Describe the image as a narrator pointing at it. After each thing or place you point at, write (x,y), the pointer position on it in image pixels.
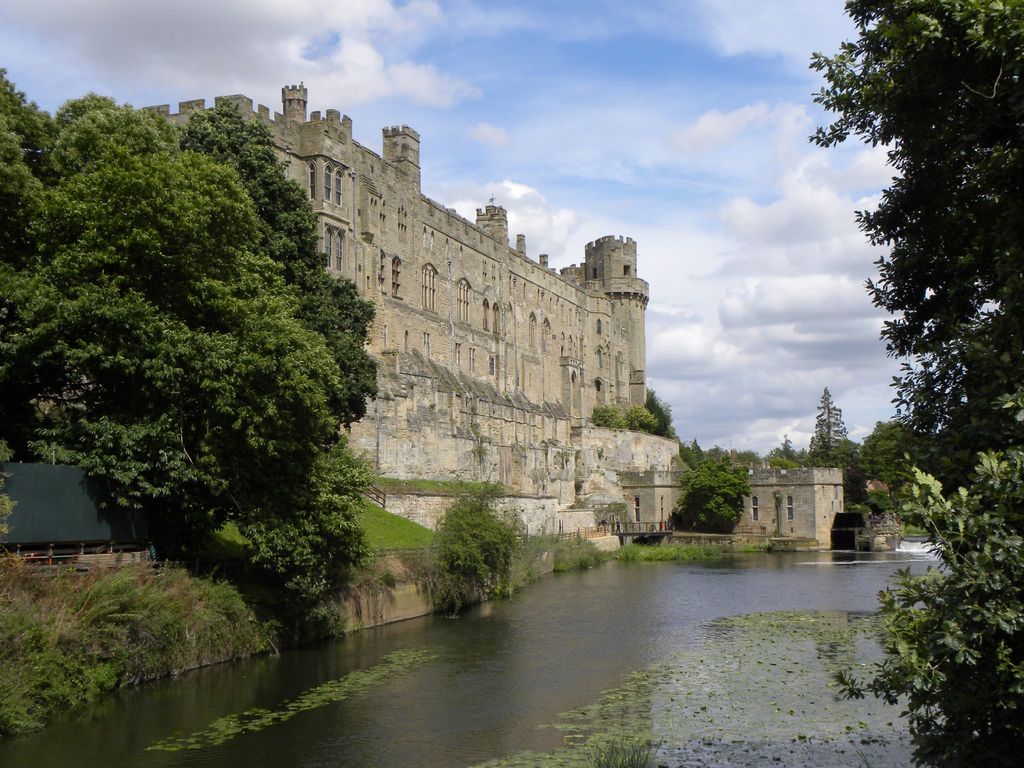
In this image we can see a building (534,411) with windows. We can also see some plants (489,588), grass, water (622,644), a group of trees (305,492) and the sky (781,232) which looks cloudy.
